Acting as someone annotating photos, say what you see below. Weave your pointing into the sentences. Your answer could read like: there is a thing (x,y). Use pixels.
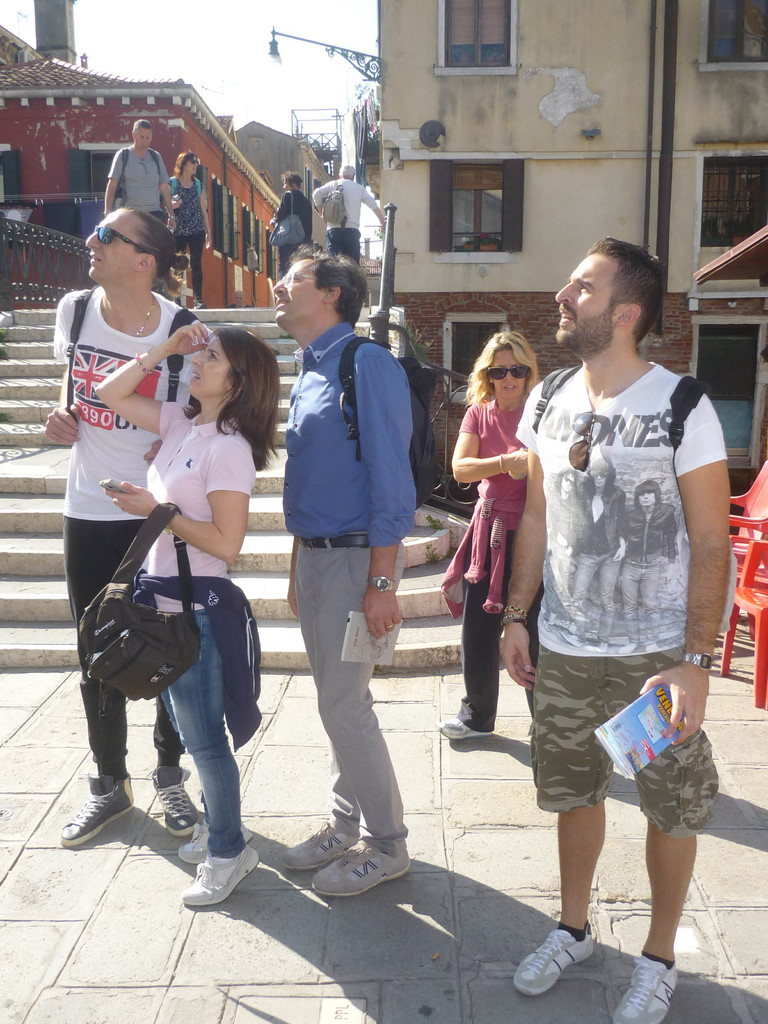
In this image I can see the group of people (199,442) with different color dresses (453,591). These people (346,487) are with the bags (135,604). To the right (755,638) I can see the red color chairs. In the background (487,145) I can see the few more people (197,194), buildings (225,214) and the sky (242,28).
